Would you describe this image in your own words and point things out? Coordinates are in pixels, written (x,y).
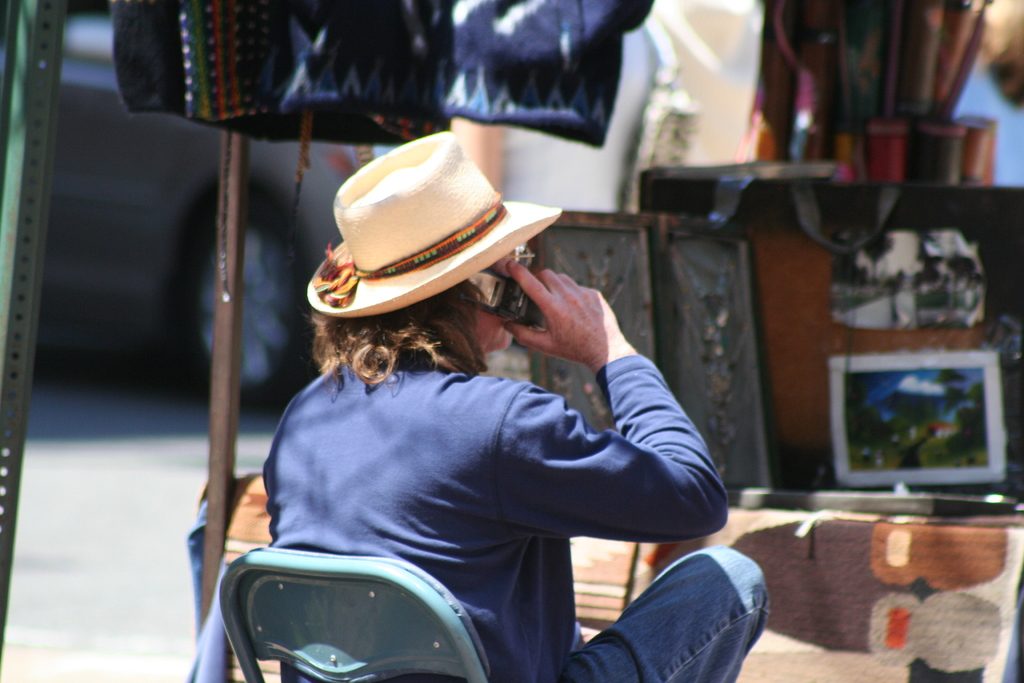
In this image we can see a person (389,365) wearing hat (382,254). And he is holding a phone (513,303). He is sitting on a chair (402,616). And we can see dresses (326,51). In the back (632,277) there is a stand (782,414) with screen (843,429). In the back (146,182) it is blurry.
